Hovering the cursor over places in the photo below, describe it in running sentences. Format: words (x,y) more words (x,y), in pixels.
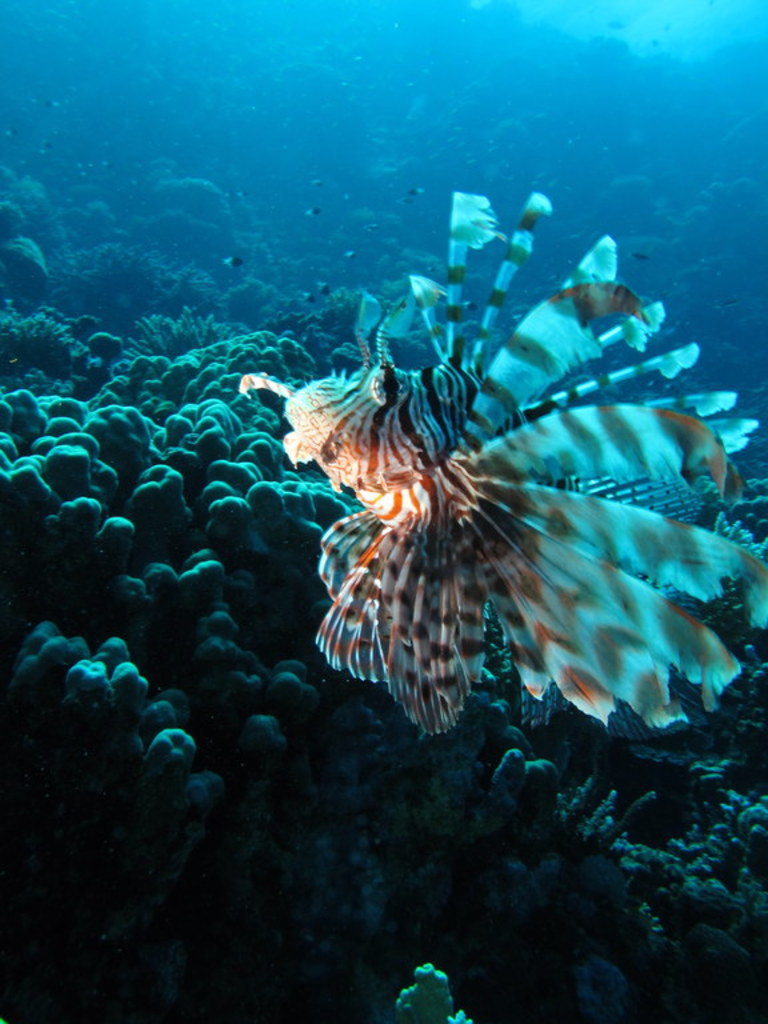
In the middle of this image (317,445), there is a fish (403,424) in the water (433,358). In the background (290,524), there are plants (187,411) in underground of the water (545,90). And the background (627,100) is blue in color.
